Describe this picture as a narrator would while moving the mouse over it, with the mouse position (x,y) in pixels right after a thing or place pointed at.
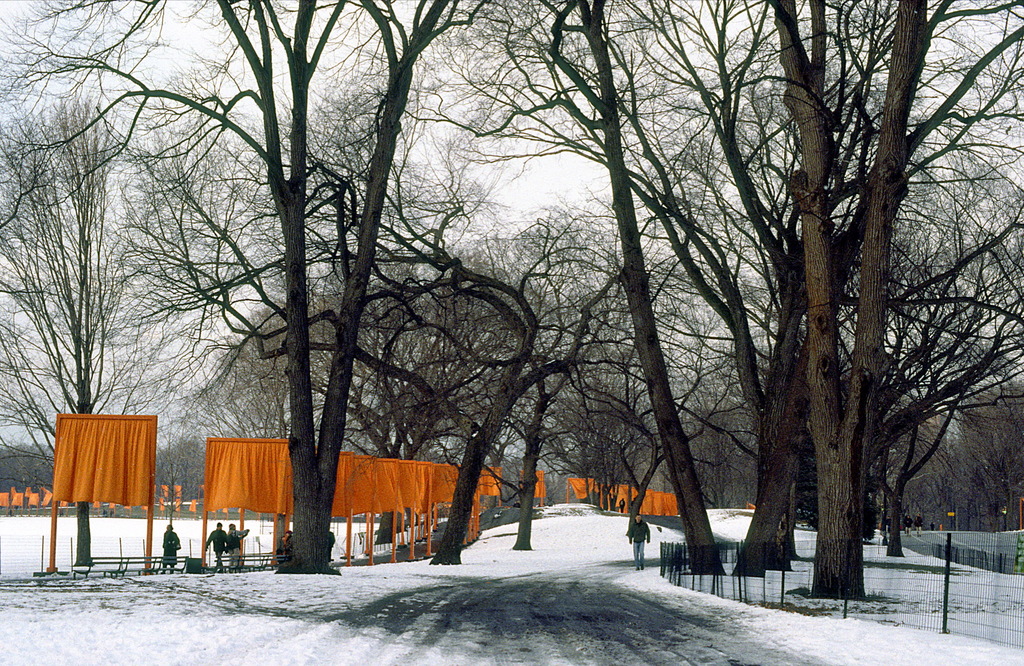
In this picture I can see trees (513,272) and few orange color clothes (395,484) to the poles (151,460) and few people (230,550) walking and I can see a metal fence (702,574) and snow (180,574) on the ground (685,594) and I can see a cloudy sky (484,169).
